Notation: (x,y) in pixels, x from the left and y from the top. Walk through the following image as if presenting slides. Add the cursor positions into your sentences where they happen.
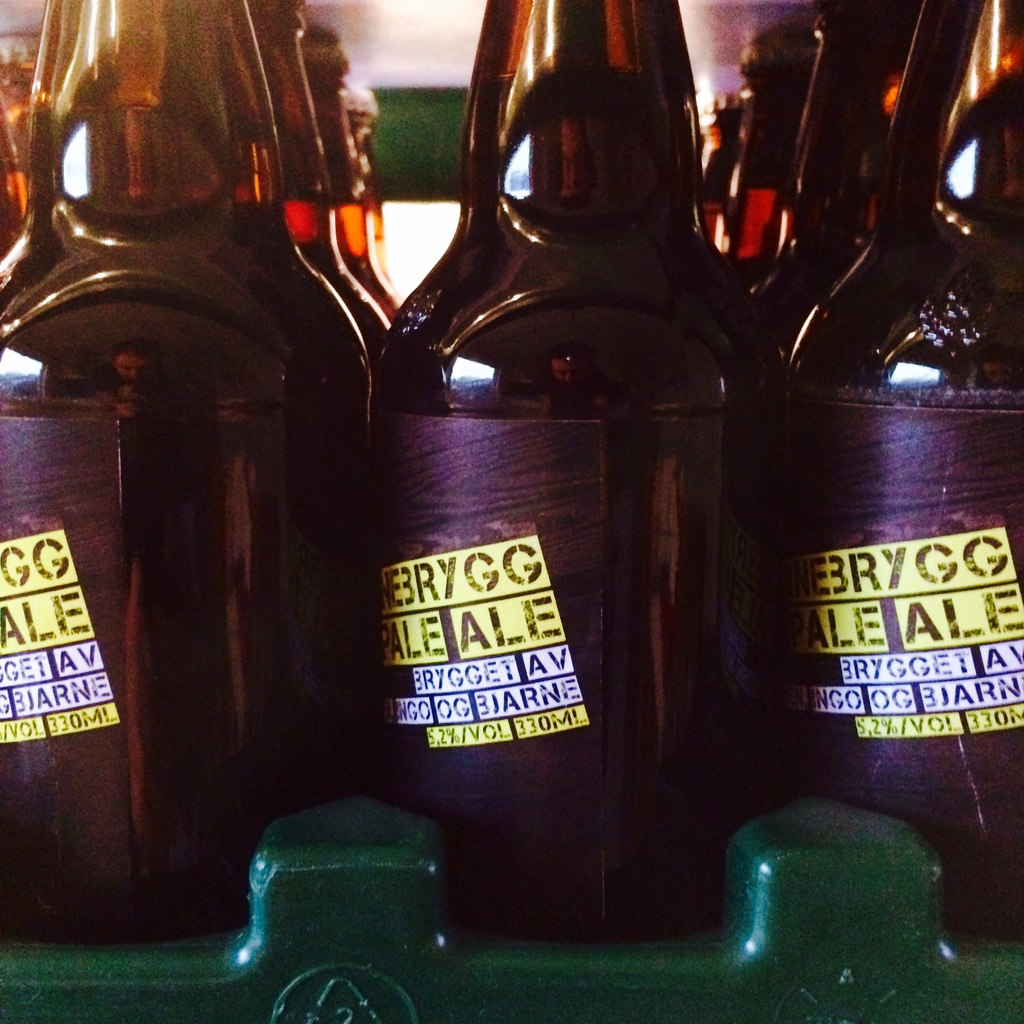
This is the picture of three bottles (406,542) in the bottle tray (292,875) which are black in color and the label (481,680) is in white and yellow in color.
